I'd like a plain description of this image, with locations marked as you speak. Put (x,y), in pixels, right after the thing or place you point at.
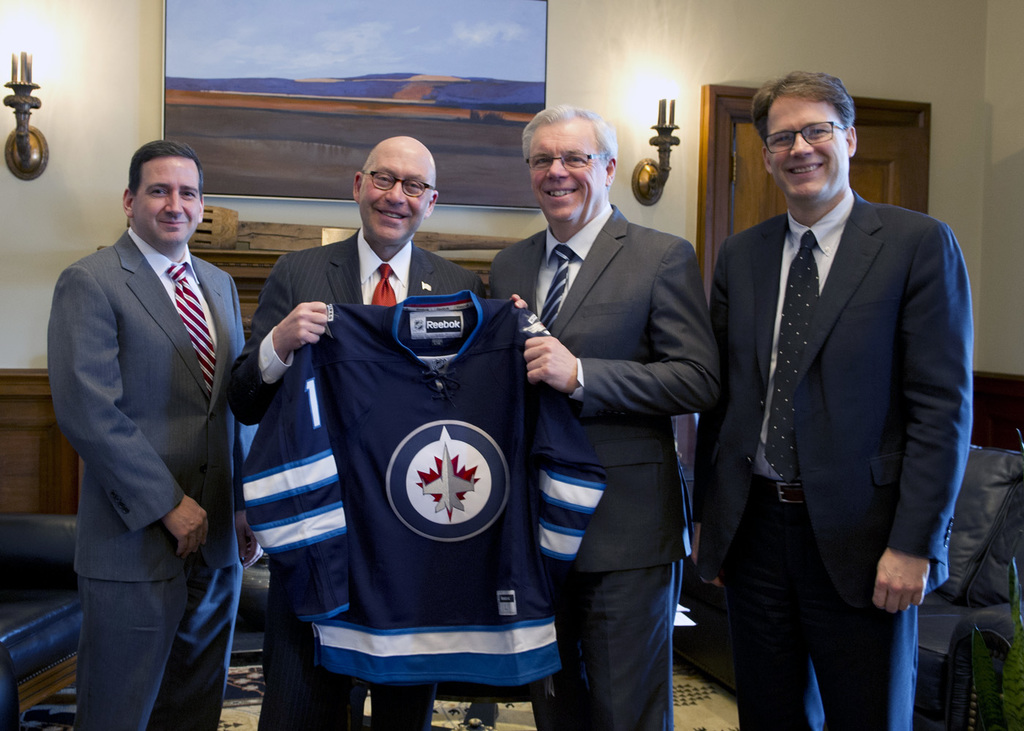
In the image we can see four men (120,405) standing, wearing clothes (166,466) and three of them are wearing spectacles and they are smiling, two of them are holding the shirt (405,525) in their hands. Here we can see chairs (251,580), carpet (718,702), light (26,63) and the door (699,157). Here we can see the poster (265,69) stick to the wall (131,90).
